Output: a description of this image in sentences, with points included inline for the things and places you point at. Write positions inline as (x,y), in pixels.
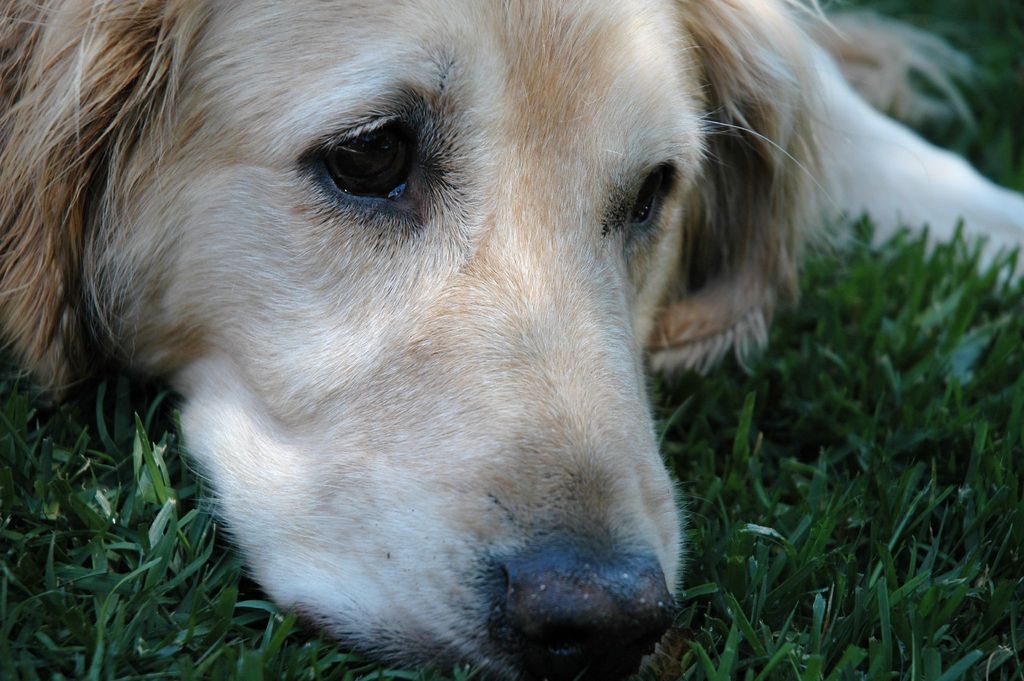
In this image I can see a dog (493,184) lying on the grass (782,445).
